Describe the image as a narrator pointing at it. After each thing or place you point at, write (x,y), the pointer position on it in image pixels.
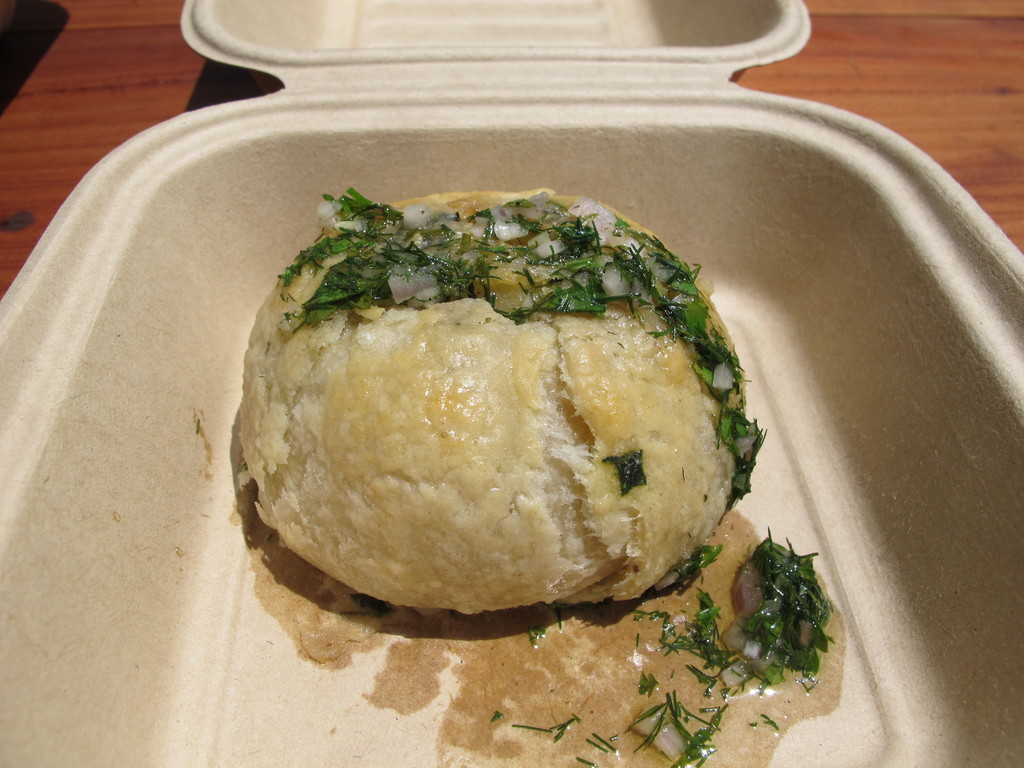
There is dressing (360,259) having leaf's pieces (360,244) and onions pieces (505,226) poured on a food item (668,353) in a white color box (527,149). Which is opened and is on the wooden table (170,68).
